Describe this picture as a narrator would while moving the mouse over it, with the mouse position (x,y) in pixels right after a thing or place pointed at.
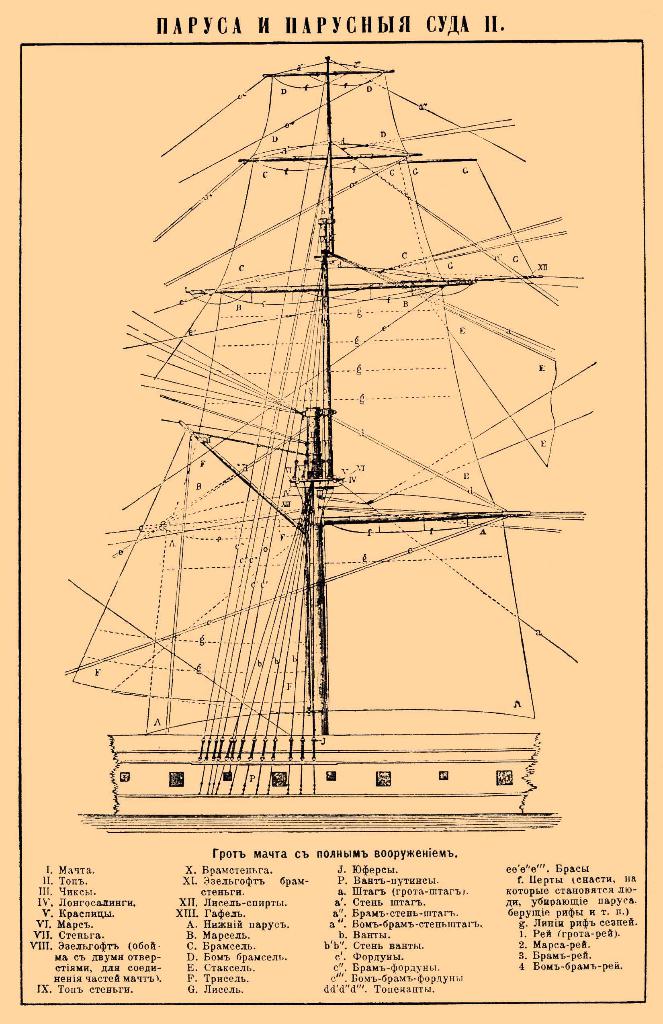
In this image I can see the poster (101,299). In the poster (306,402) I can see the sketch (350,670) of the ship (375,652) and the text (152,969) written in the bottom (333,881).
